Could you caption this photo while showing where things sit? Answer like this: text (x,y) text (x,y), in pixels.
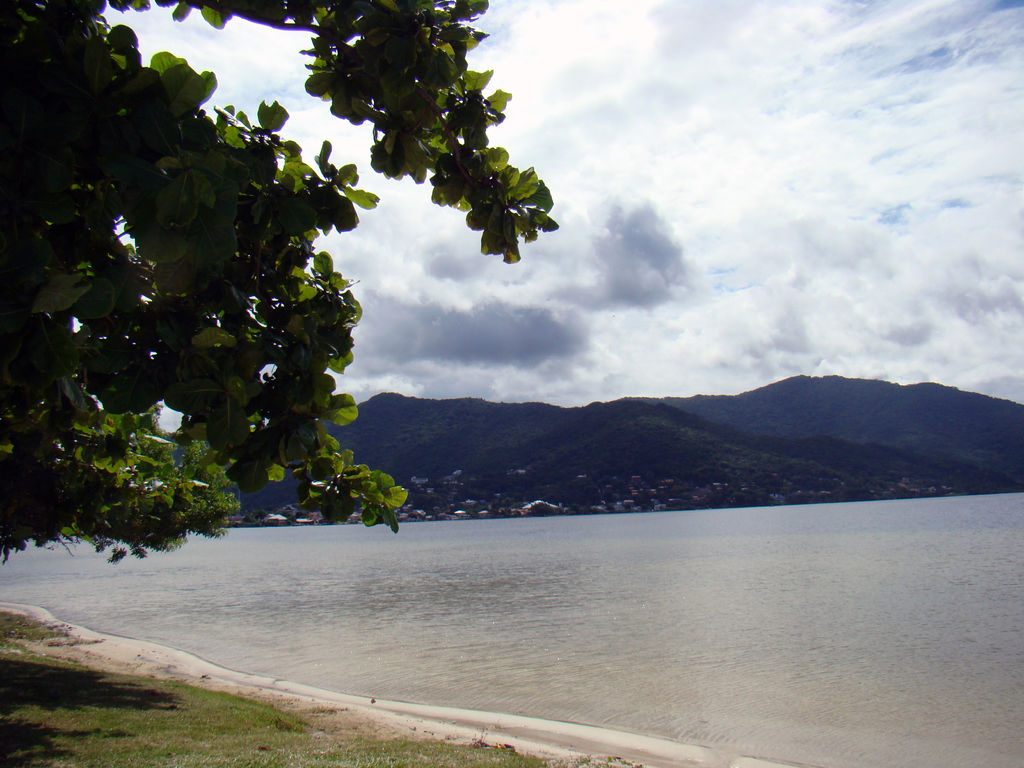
In this image there is the sky (795,176) towards the top of the image (769,204), there are clouds (735,165) in the sky (716,92), there are mountains (648,428) towards the right of the image (698,456), there is water (684,602) towards the right of the image (811,601), there is a tree (155,254) towards the left of the image (87,155), there is grass (92,733) towards the bottom of the image (361,743).
